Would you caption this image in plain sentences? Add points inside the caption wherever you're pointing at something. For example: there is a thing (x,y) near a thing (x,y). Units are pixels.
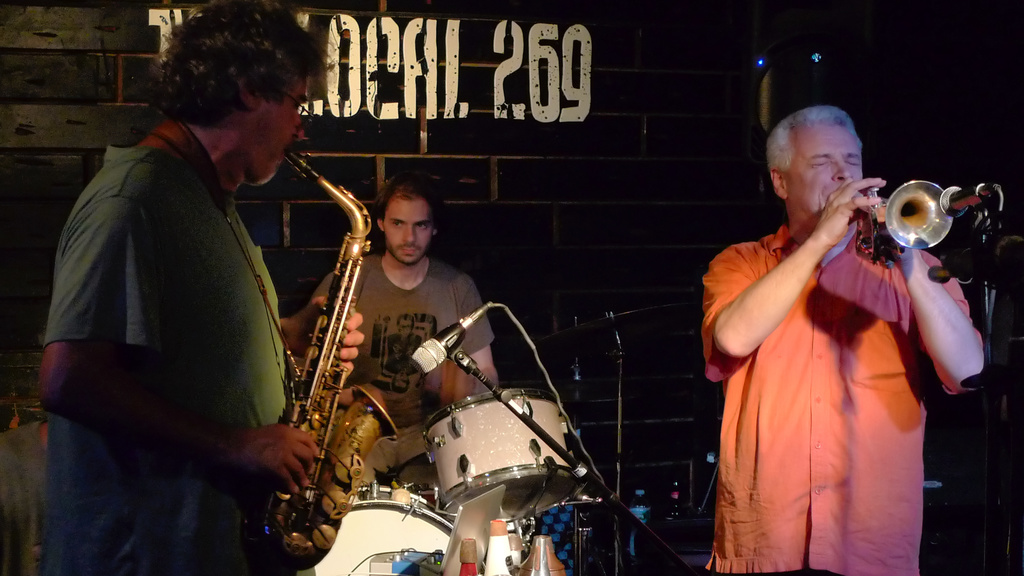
In this image, we can see three people (150,505) are playing musical instruments (552,411). Here we can see microphones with stand (990,304) and wire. Background (636,432) there is a wall (594,229), some text (549,35) and black color object (799,87) here. At the bottom of the image (467,574), we can see few bottles (494,572).
